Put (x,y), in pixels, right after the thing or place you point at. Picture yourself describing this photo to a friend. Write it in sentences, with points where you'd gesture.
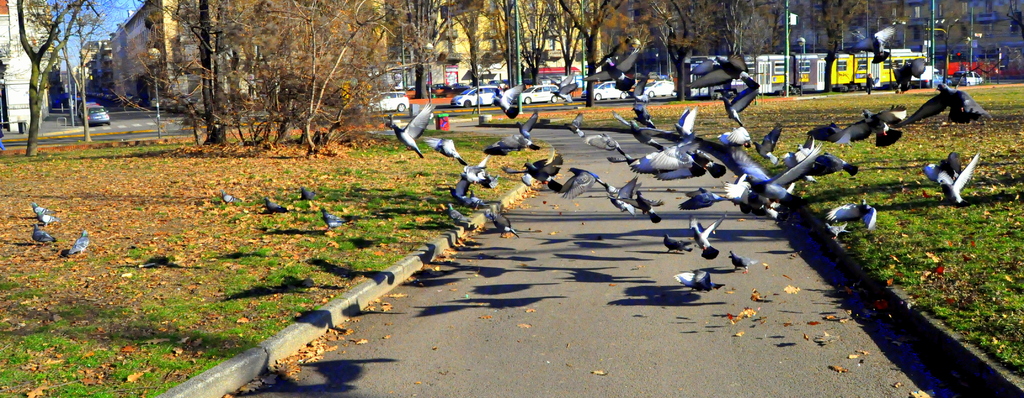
In this picture we can see few birds (645,143), in the background (463,101) we can see few vehicles (600,89), train (834,82), poles (803,44) and trees (279,71), and also we can see few buildings (117,63).
